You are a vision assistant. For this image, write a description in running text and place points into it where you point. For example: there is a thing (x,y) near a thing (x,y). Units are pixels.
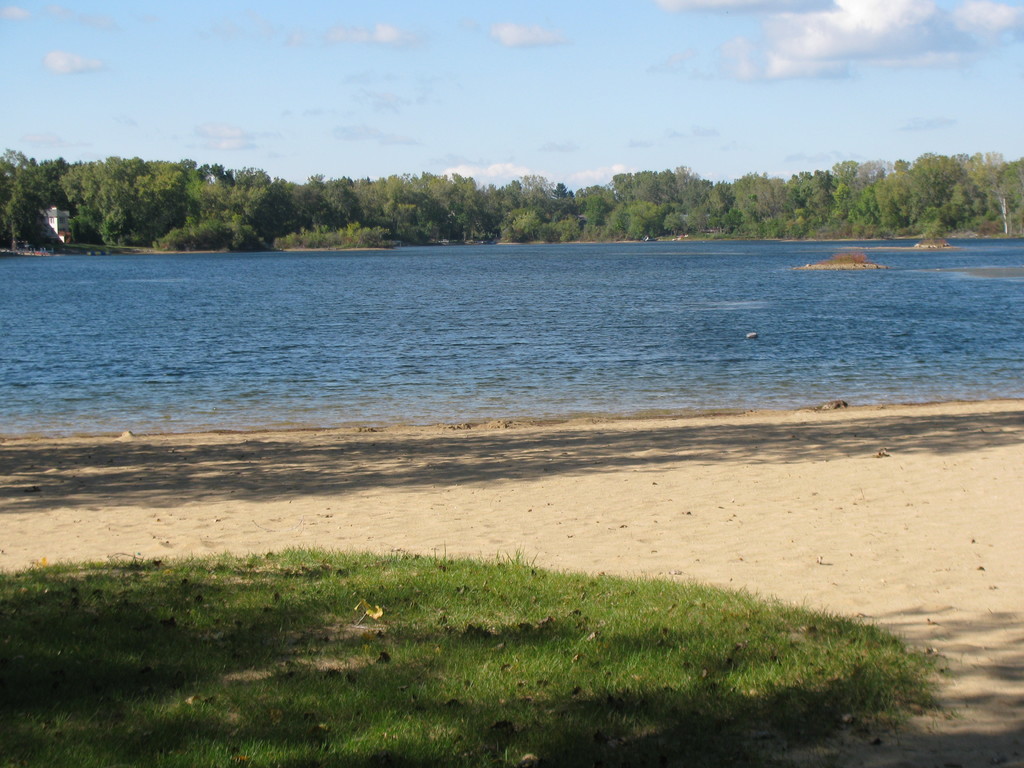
In this image, we can see sand (509,450) and grass (695,591). In the background (529,383), we can see the water (587,344) and cloudy sky (696,96).
